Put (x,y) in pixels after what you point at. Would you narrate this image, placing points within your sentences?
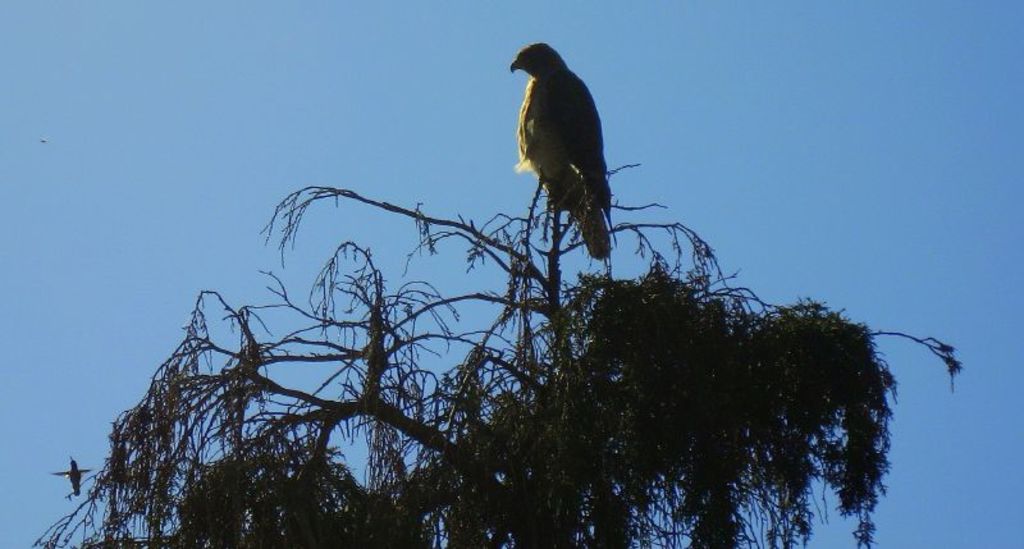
In the picture I can see birds (592,222) and a tree (500,386). In the background (300,274) I can see the sky (253,274).
